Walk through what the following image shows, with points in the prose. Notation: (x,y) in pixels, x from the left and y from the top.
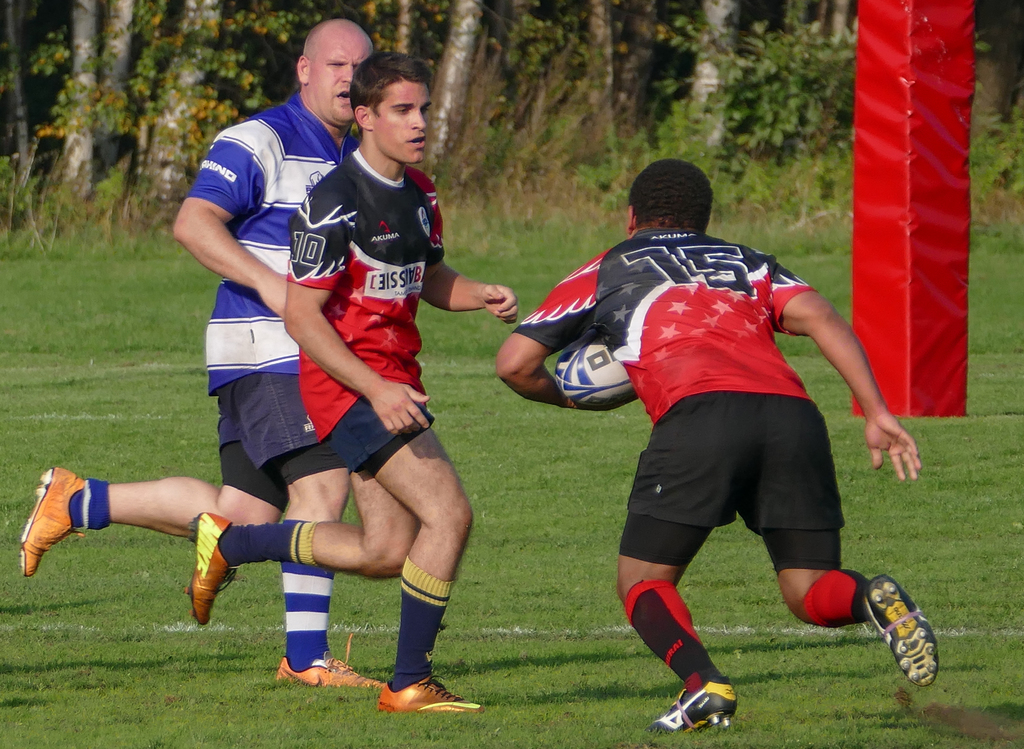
This picture shows three men (292,463) playing rugby and we see few trees (538,73) around and a green field (125,463).
